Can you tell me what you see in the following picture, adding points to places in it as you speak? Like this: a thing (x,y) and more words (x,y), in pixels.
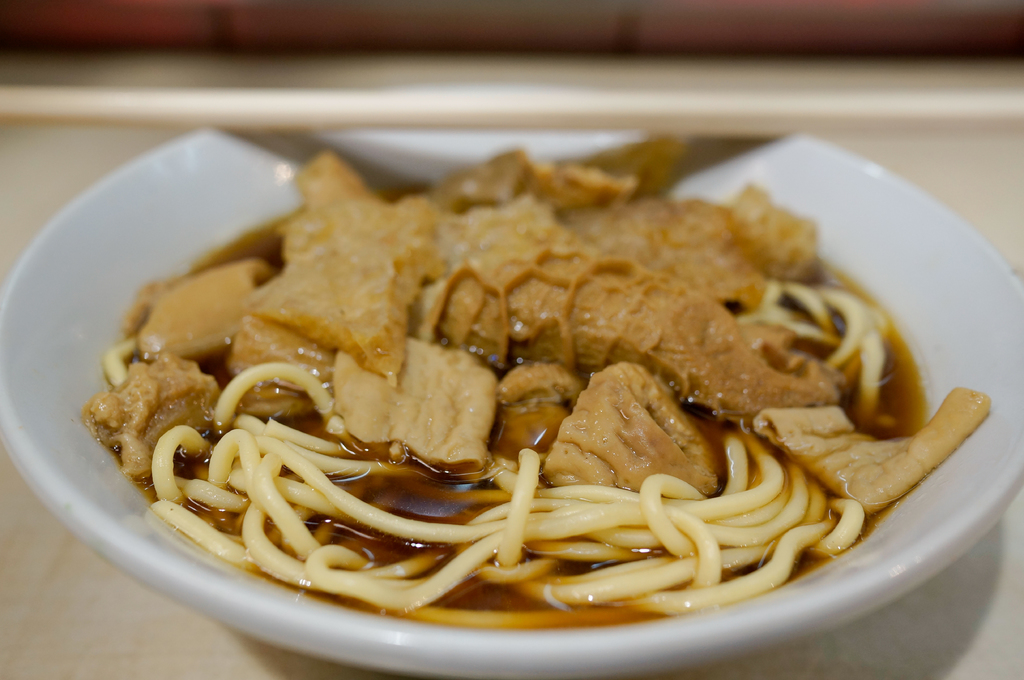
In this picture we can see a white bowl (553,677) on the table (943,653). In a white bowl (413,132) we can see the noodles (469,525), liquid (499,499) and other food items (601,296). On the top (818,26) we can see wooden wall (473,32).
